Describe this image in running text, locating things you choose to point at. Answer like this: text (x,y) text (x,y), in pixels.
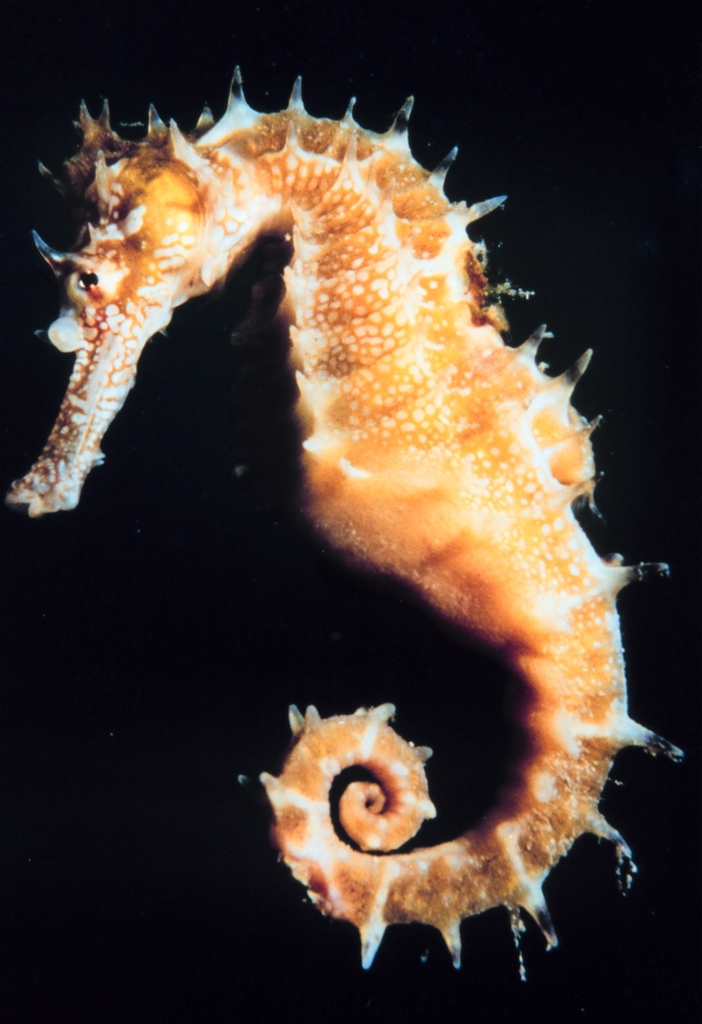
In this picture, we can see a seahorse (382,770), and we can see the dark background (32,254).
